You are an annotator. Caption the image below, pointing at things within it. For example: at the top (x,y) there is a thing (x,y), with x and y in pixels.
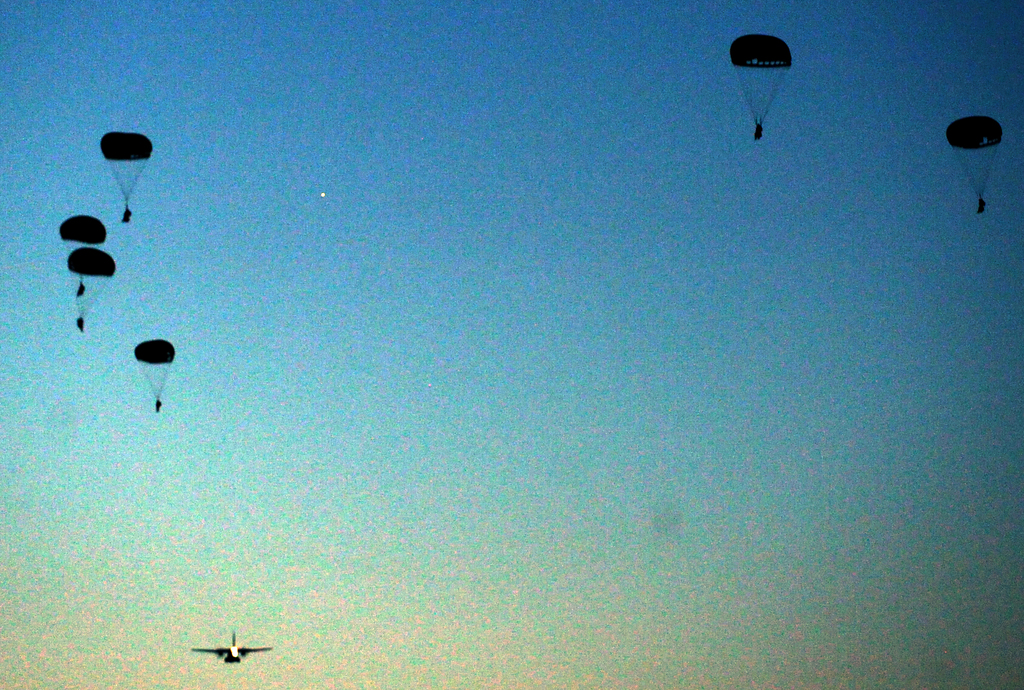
There are parachutes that are flying in an air (550,235). In the down side it's an aeroplane (257,650).
